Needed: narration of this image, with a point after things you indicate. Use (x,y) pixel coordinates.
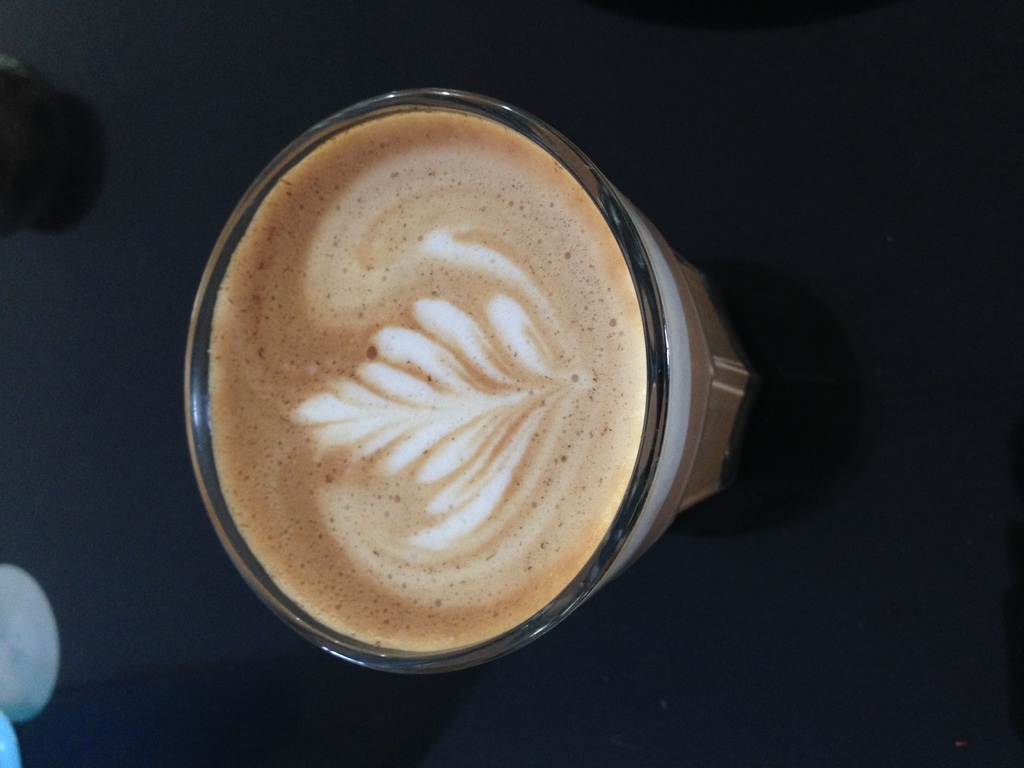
In this image we can see a coffee (502,363) in the glass (211,499). In the background of the image (29,543) there is a black surface (189,40). On the left side of the image (89,177) there are some objects (0,694).
